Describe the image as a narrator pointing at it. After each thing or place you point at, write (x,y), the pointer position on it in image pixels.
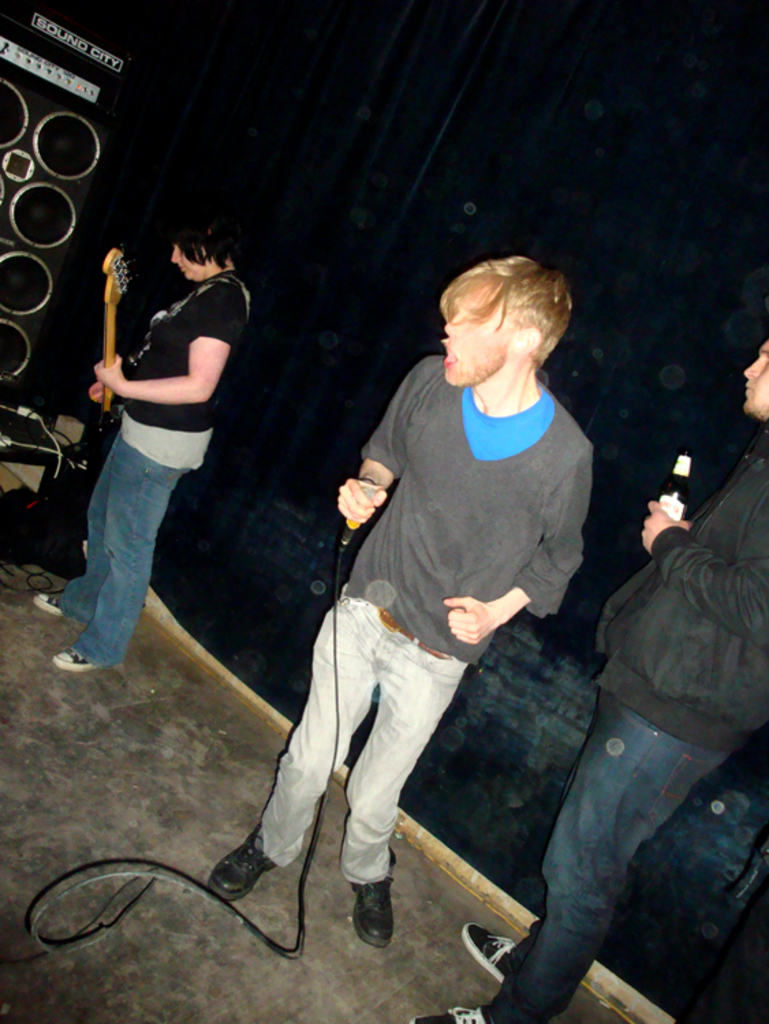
Here in this picture we can see three people (372,634) standing on the floor (36,638) over there and the person (724,525) on the right side (730,619) is holding a bottle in his hand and the person (533,597) in the middle (484,511) is holding a microphone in his hand (341,510) and singing something and beside him the another person (177,410) is holding a guitar (109,424) and playing it and beside them we can see a speaker (17,228) present on the table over there.
